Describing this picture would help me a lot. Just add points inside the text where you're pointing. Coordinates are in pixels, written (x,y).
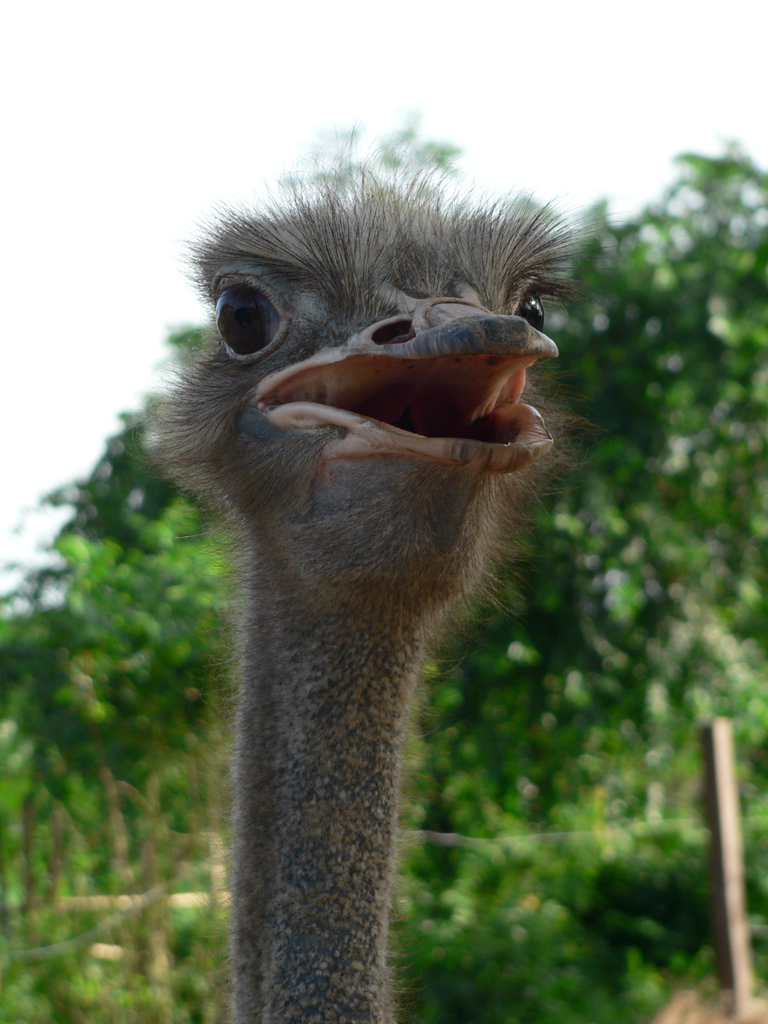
In the image we can see an ostrich (314,552), tree (665,560), pole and a sky (107,45).
